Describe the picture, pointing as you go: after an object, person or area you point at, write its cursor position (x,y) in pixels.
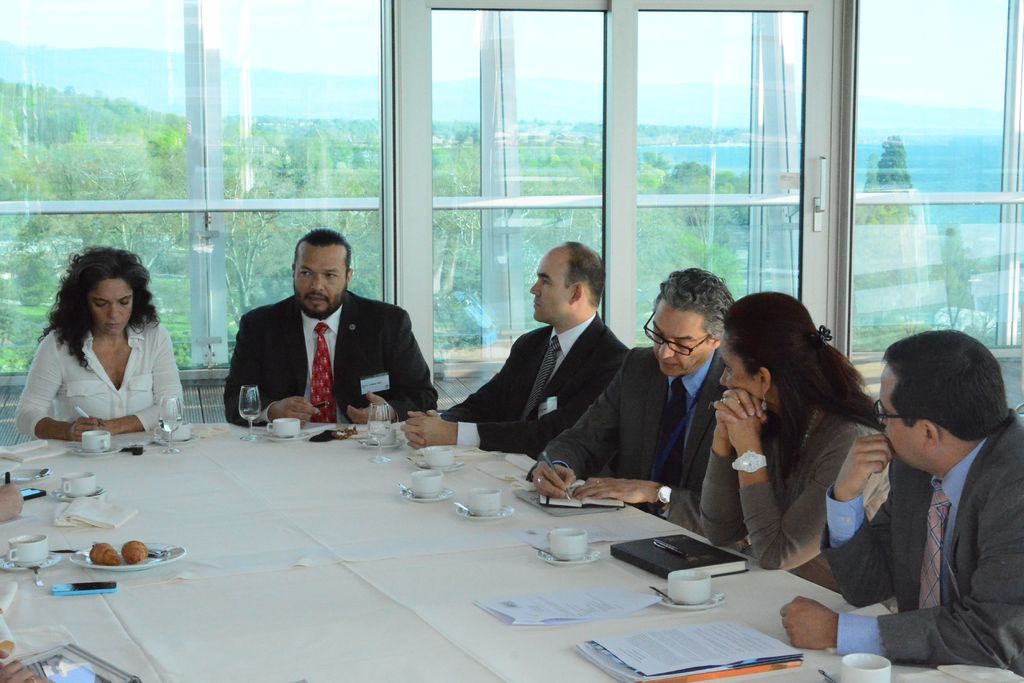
These persons (888,575) are sitting. On the background (394,180) we can see glass window (374,178). From this glass window (297,143) we can see trees (335,166) and sky (245,10). this is table (272,516). On the table (281,577) we can see cups (285,422), saucer (48,558), plate (140,564), food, mobile (104,587), book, paper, pen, glass (249,395). This persons (584,460) holding pen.
